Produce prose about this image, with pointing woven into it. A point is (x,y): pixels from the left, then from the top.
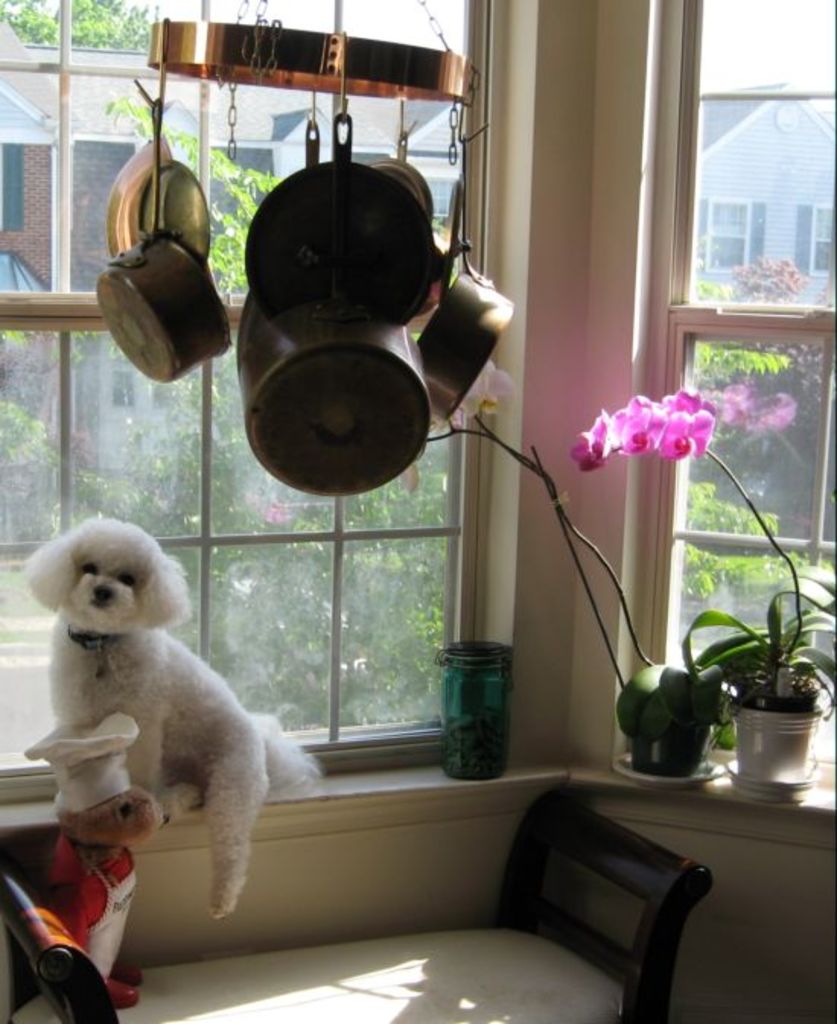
In this image, on the left side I can see a dog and a toy (117,1002), there are many windows (214,455) and on the right side (780,547) there is a plant (763,523) and in the background (787,154) we can see a house (763,143).
